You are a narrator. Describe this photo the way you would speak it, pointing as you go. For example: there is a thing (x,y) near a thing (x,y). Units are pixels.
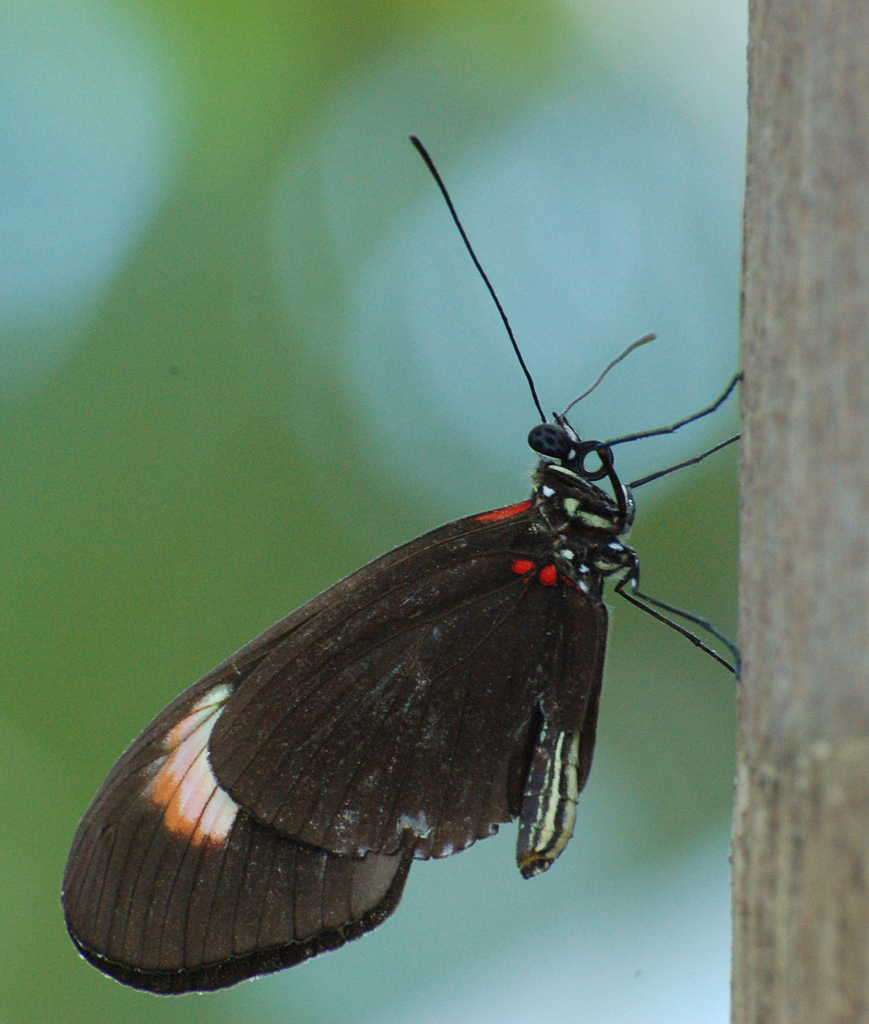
In this image we can see a butterfly (466,668) on the bark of a tree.
